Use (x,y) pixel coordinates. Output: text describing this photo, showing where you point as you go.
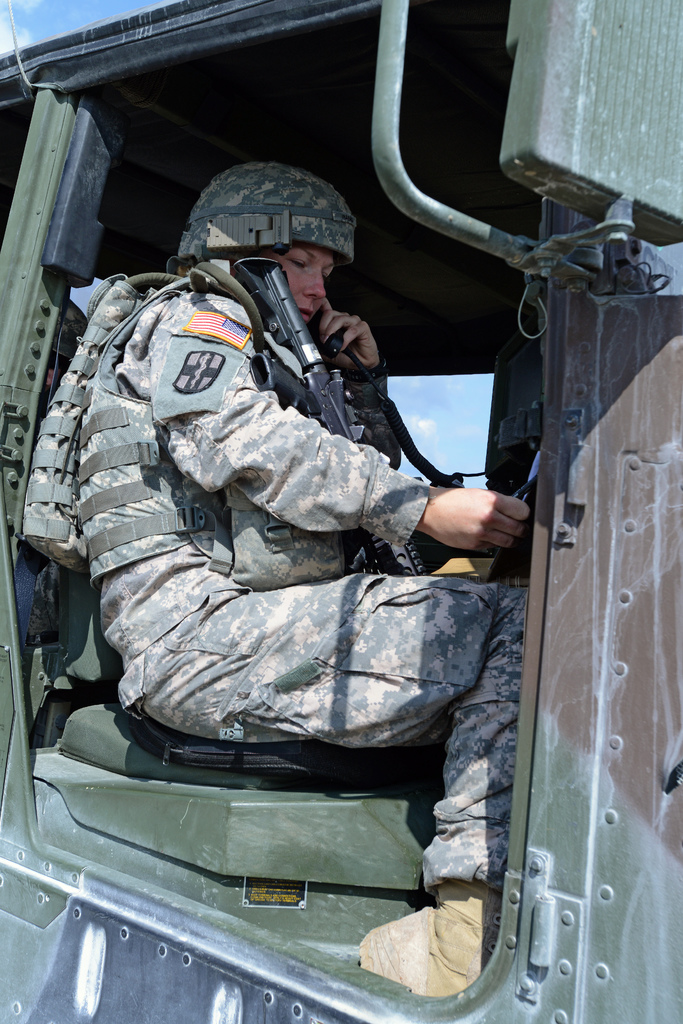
In this image I can see in the middle (261,435) a person (428,727) is sitting in a vehicle (558,915). This person (368,655) is wearing an army dress (389,537) and also holding a weapon (306,401).
